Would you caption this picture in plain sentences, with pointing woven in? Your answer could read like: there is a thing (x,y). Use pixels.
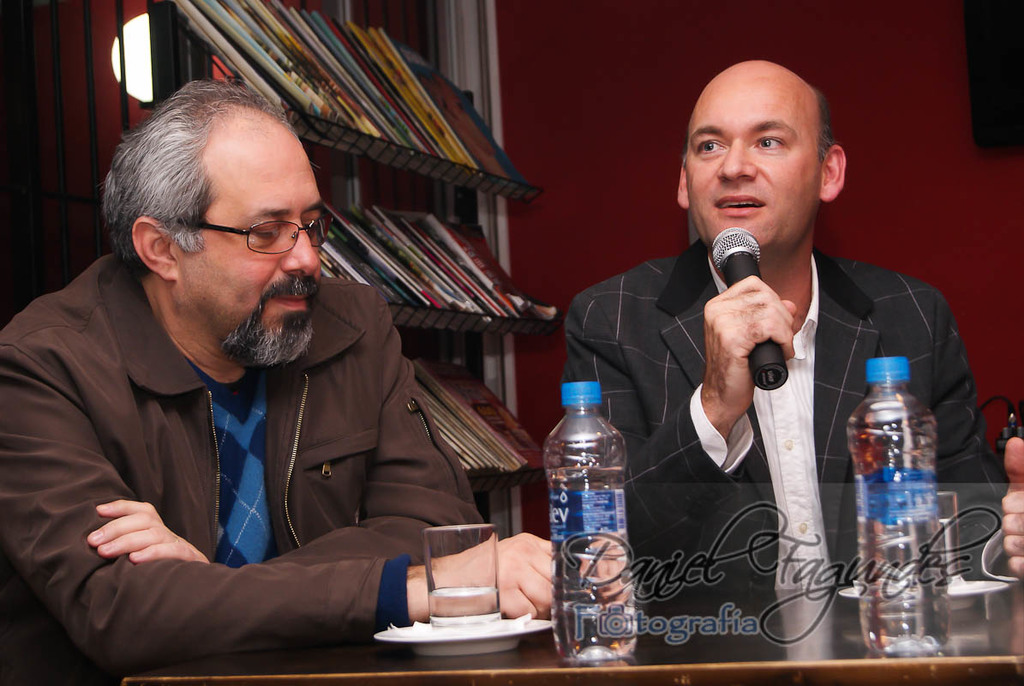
There are two men (336,333) sitting in the chair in front of a table (652,631), holding a mic (732,240) in his hand (723,353). One of the guy (268,258) is wearing spectacles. On the table (614,685) there is a plate (463,629), glass (457,590) and a water bottle (592,563). In the background (449,130) there is a bookshelf (432,249) and a wall (547,169) here.
